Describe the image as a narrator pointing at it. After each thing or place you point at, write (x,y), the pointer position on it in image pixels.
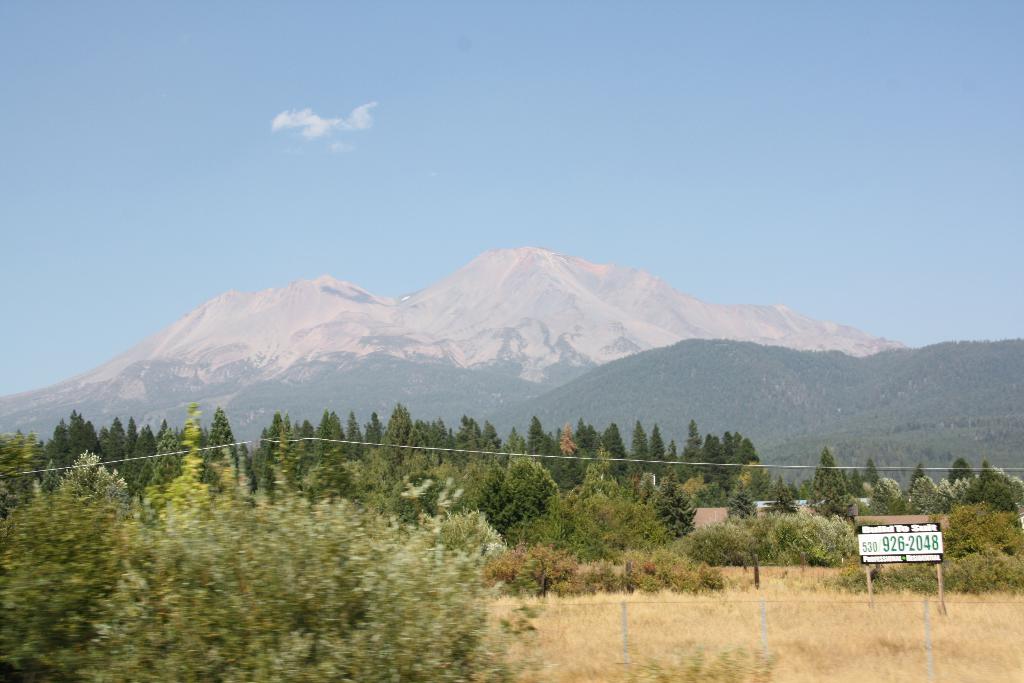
In this image we can see many trees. There is an advertising board (902,540) in the image. There is a sky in the image. There are few mountains (603,331) in the image. There is a fencing (742,640) in the image.
